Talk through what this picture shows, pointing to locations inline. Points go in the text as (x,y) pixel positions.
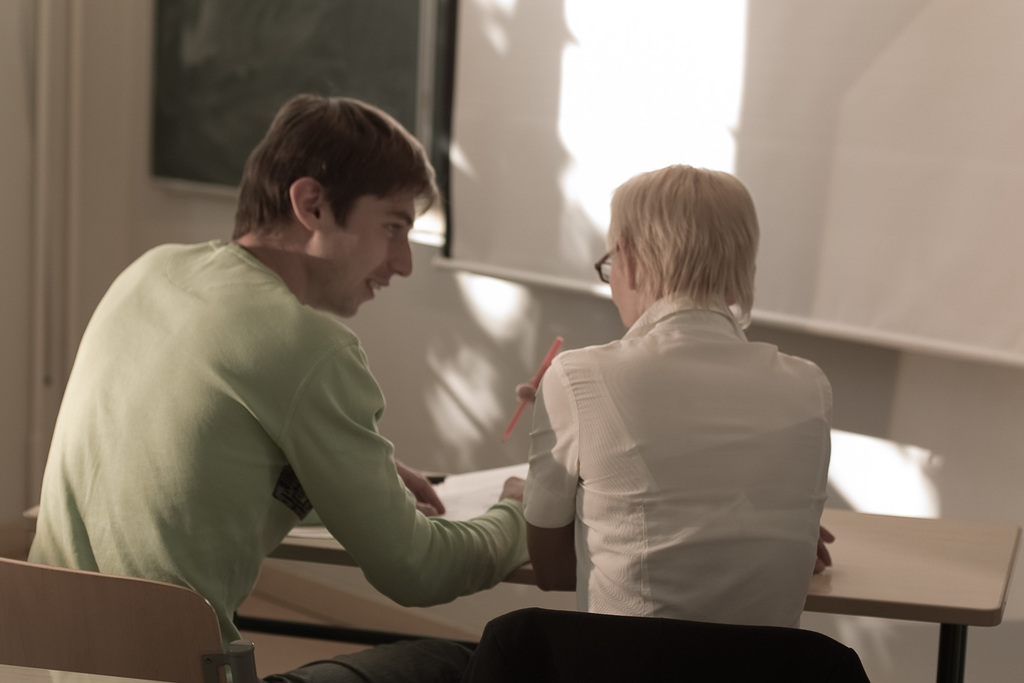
In the image there is a man (265,393) and woman (678,494) sat on chair (766,670) in front of desk (944,583) and in background (534,101) there is white board (644,97), it seems to be classroom (417,354).
